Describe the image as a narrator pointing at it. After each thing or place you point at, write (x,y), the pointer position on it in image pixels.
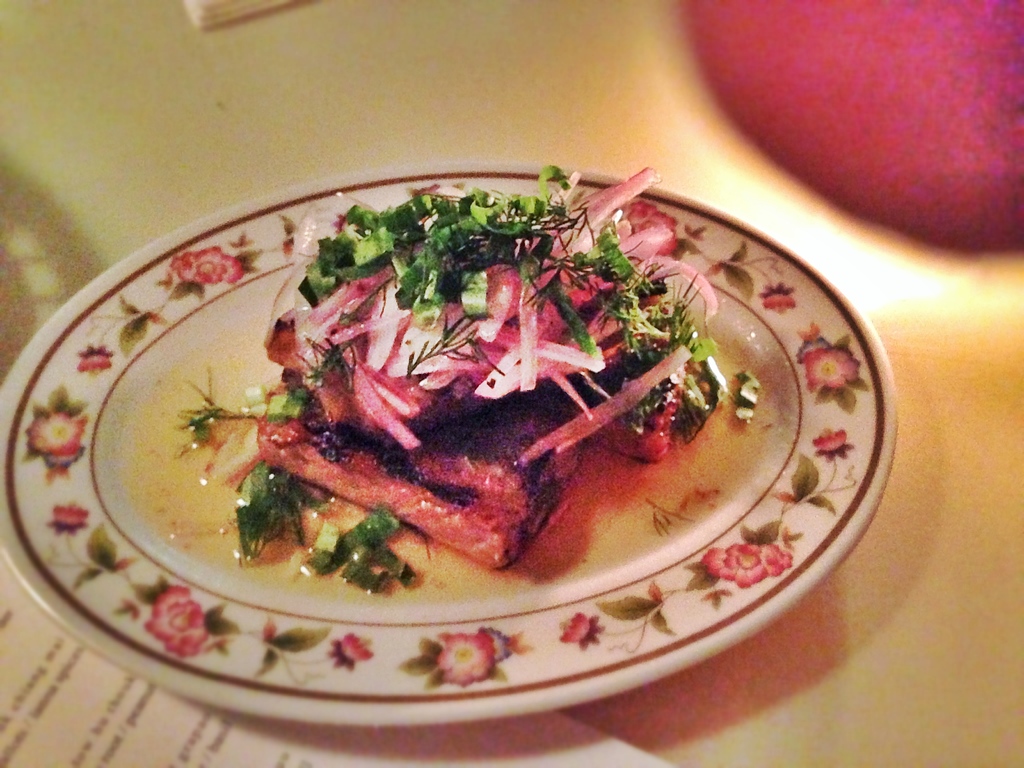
In the picture we can see a plate (250,565) on it, we can see a food item (510,460) with vegetable salads (559,320) with it and the plate (805,460) is designed with flower paintings (53,404) on the borders (353,702) and beside the plate (31,532) we can see a paper (91,669) with some information (165,734) on it.
